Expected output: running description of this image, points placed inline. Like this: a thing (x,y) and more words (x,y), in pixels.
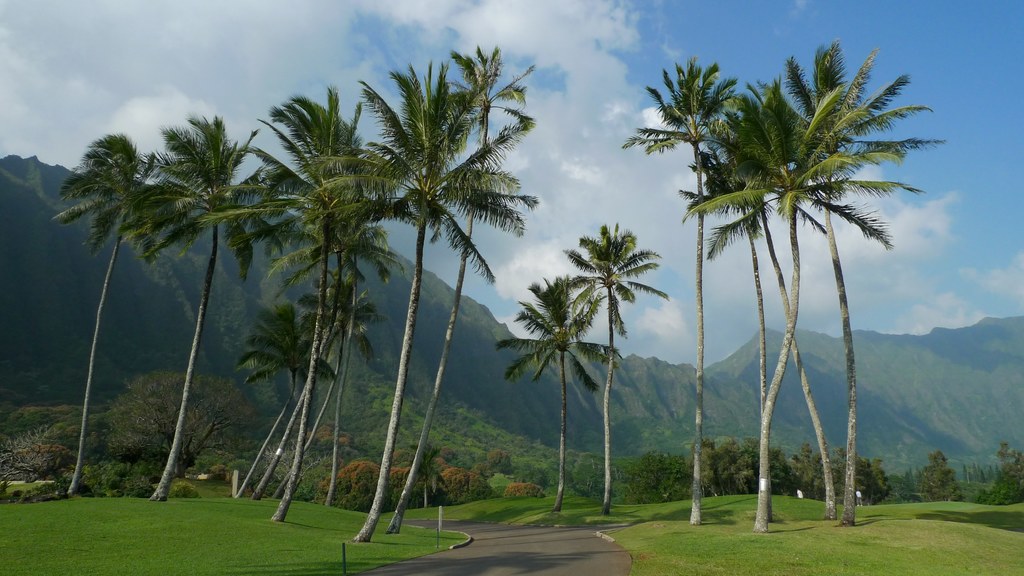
In this image we can see a road (519,525). On the ground (346,532) there is grass (642,528). Also there are coconut trees (342,353). In the back (228,425) there are other trees (779,453). In the background (721,384) there are hills (270,278) and there is sky (548,112) with clouds (655,111).
